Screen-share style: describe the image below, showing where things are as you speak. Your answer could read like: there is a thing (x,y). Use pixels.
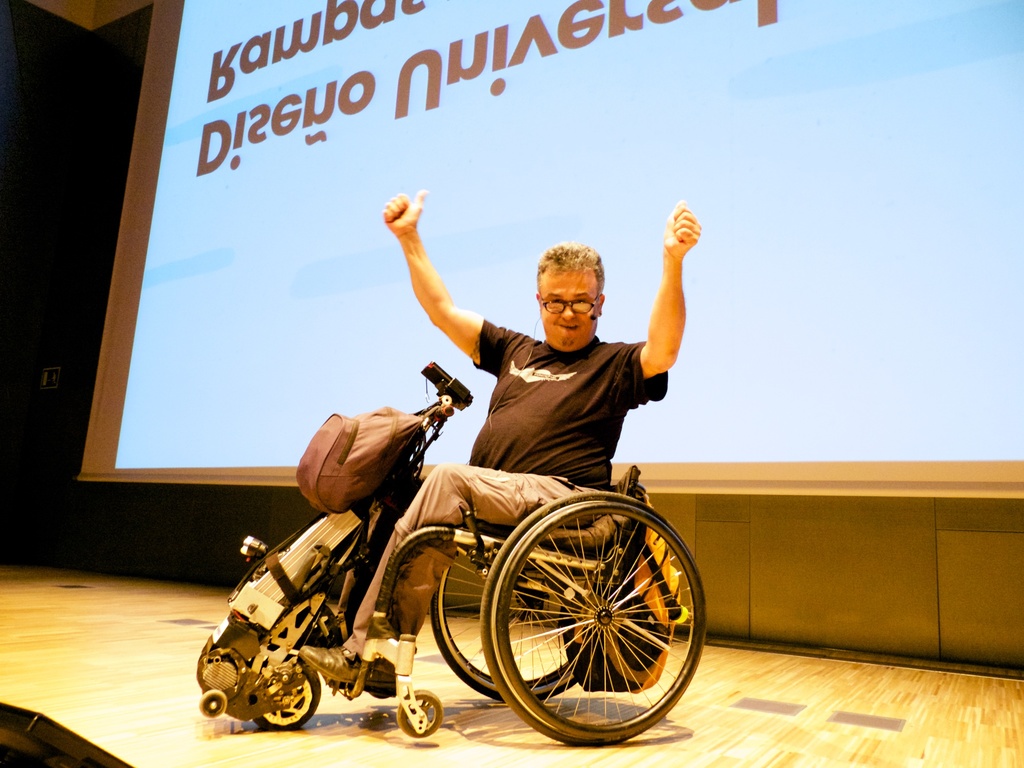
There is a person (519,344) wearing specs (575,307) and mic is sitting on a wheelchair (481,569). On the wheelchair (487,581) there is a bag (388,453). In the back (239,180) there is a screen (647,141).
